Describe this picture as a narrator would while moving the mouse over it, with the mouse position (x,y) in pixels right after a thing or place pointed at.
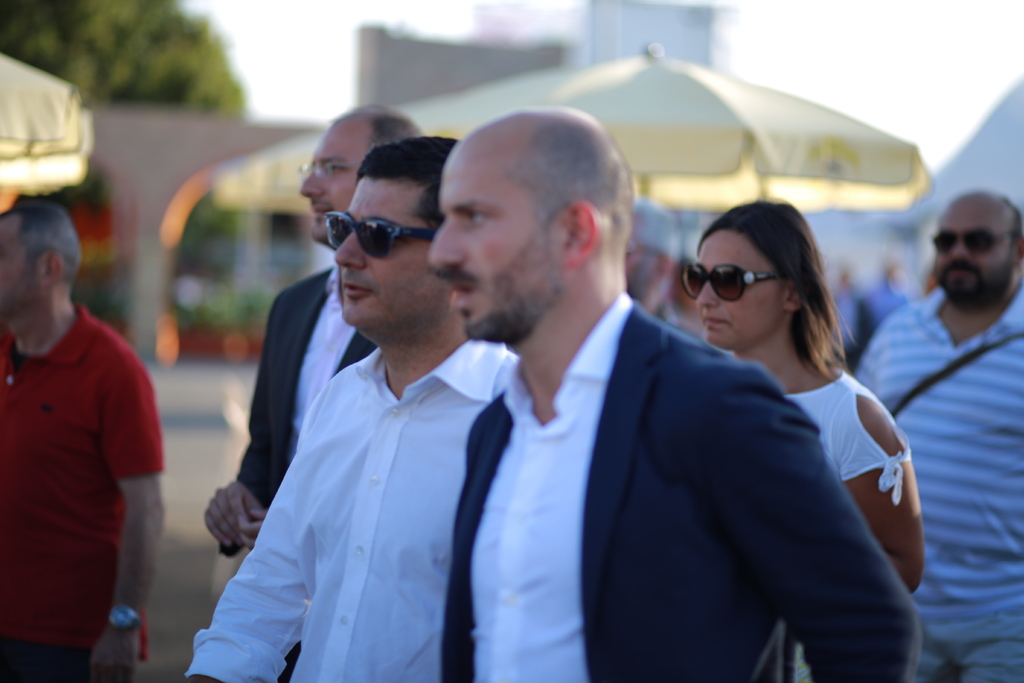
In this image there are few people (313,312) standing one beside the other. Behind them there are umbrellas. In the background (185,57) there is a tree (138,50) on the left side (96,37) top.
